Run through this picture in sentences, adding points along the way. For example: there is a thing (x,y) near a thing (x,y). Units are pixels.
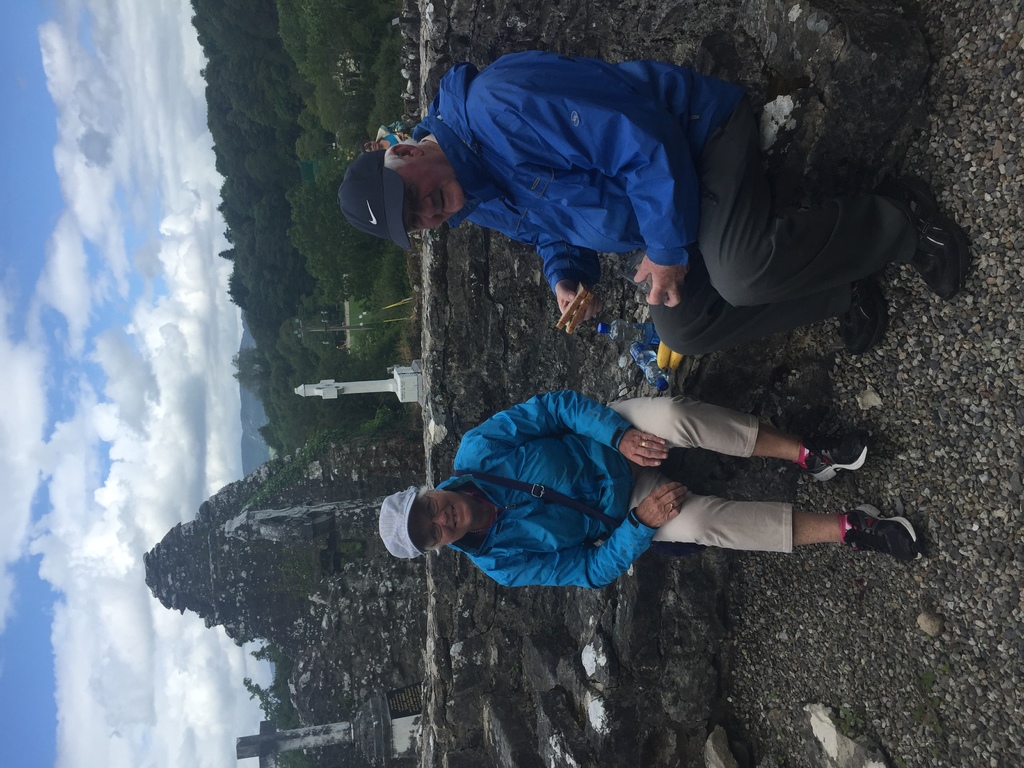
In the center of the image (612,378) there are persons (674,303) sitting at the wall (562,650). In the background (388,426) we can see pillar (365,389), hills (266,464), trees (264,65), buildings (256,628), sky (48,190) and clouds (99,404).
